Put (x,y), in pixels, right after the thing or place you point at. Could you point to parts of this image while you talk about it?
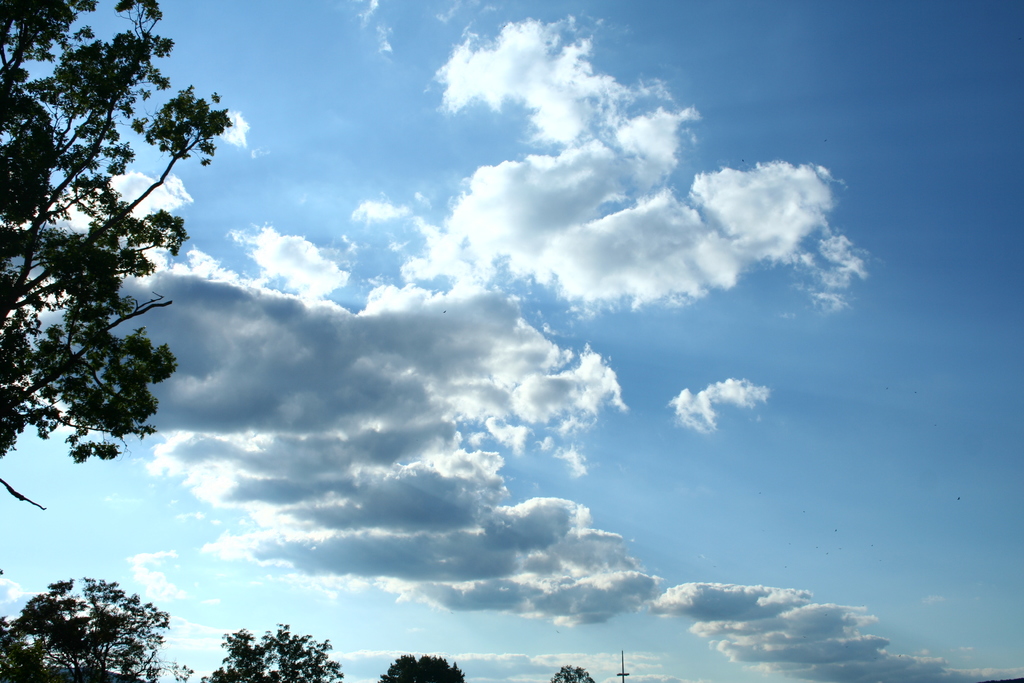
In this image there is the sky (221,613). There are clouds (675,234) in the sky (228,601). At the bottom (395,667) there trees (238,647) and a pole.
